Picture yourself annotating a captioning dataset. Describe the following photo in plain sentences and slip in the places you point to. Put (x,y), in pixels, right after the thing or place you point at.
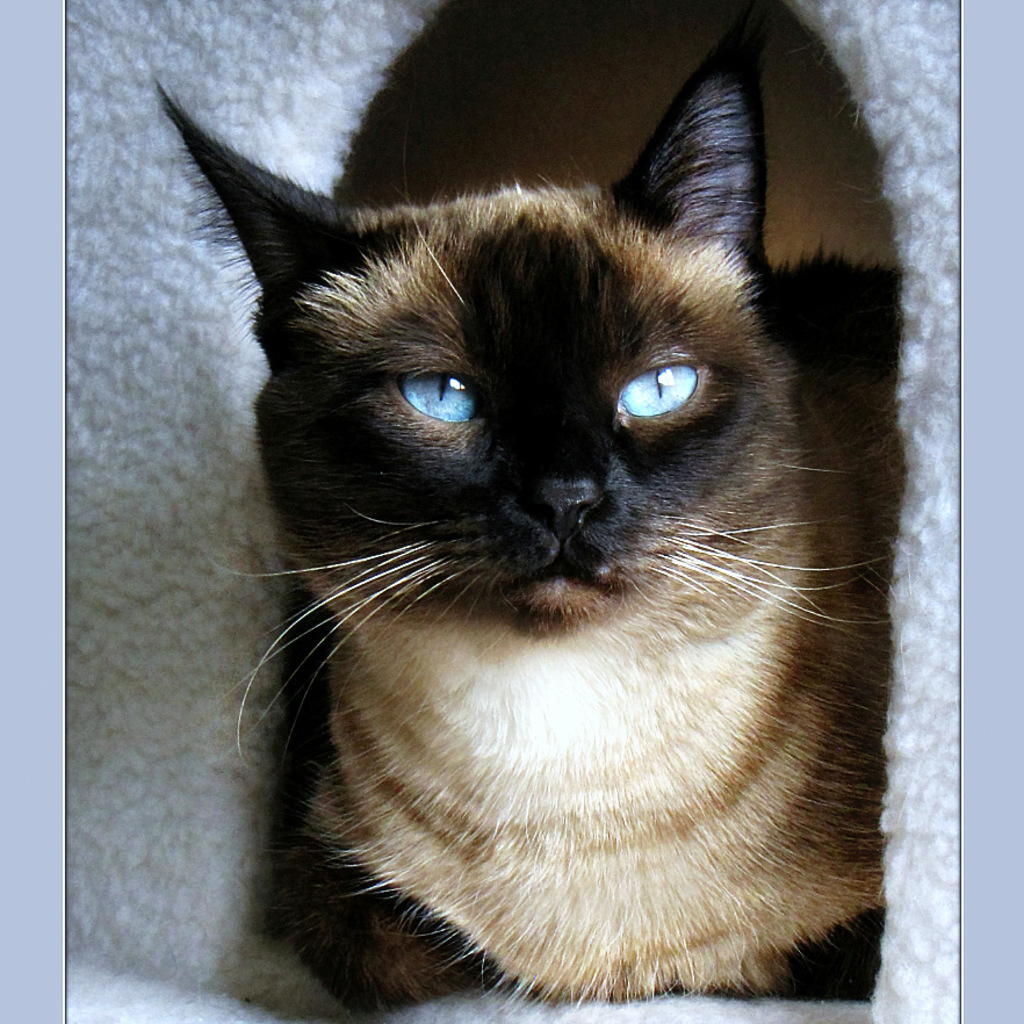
In this image, we can see a cat (781,659) sitting on a white color cloth (122,505).
